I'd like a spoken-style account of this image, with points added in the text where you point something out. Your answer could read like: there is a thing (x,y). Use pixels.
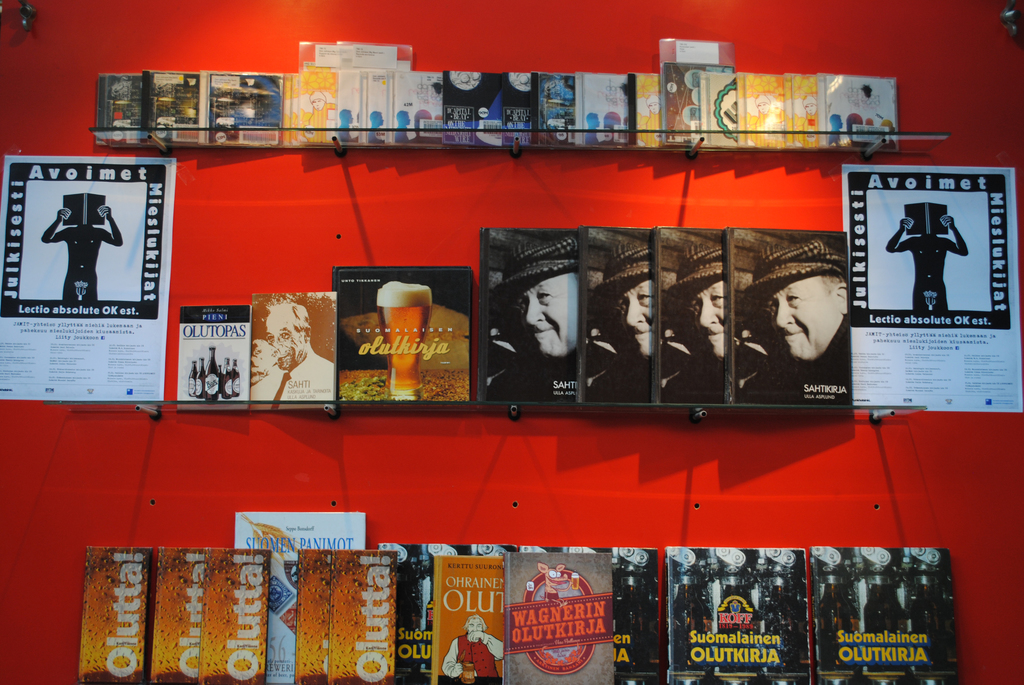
In this picture we can see books (383,306) on glass shelves (573,141) and we can see posters (133,239) on the wall (980,104).
